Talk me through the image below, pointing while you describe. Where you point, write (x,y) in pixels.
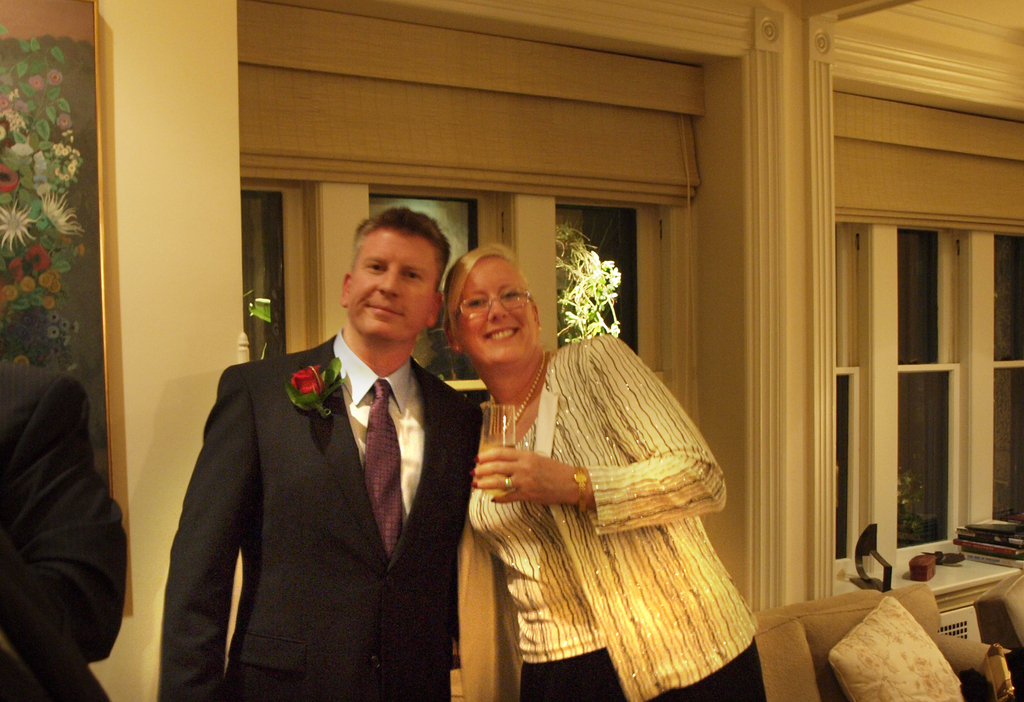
In this image, we can see people (432,486) and some are wearing coats (178,532) and we can see a lapel flower (303,399) on one of the coat (270,403) and there is a lady (481,456) holding a glass (506,439) with drink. In the background (130,193), there is a frame (101,144) on the wall (145,171) and we can see a cushion (878,625) on the sofa (970,644) and there are books (998,545) and some other objects (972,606) and we can see curtains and there are windows (628,259), through the glass (561,263) we can see trees (575,261).
